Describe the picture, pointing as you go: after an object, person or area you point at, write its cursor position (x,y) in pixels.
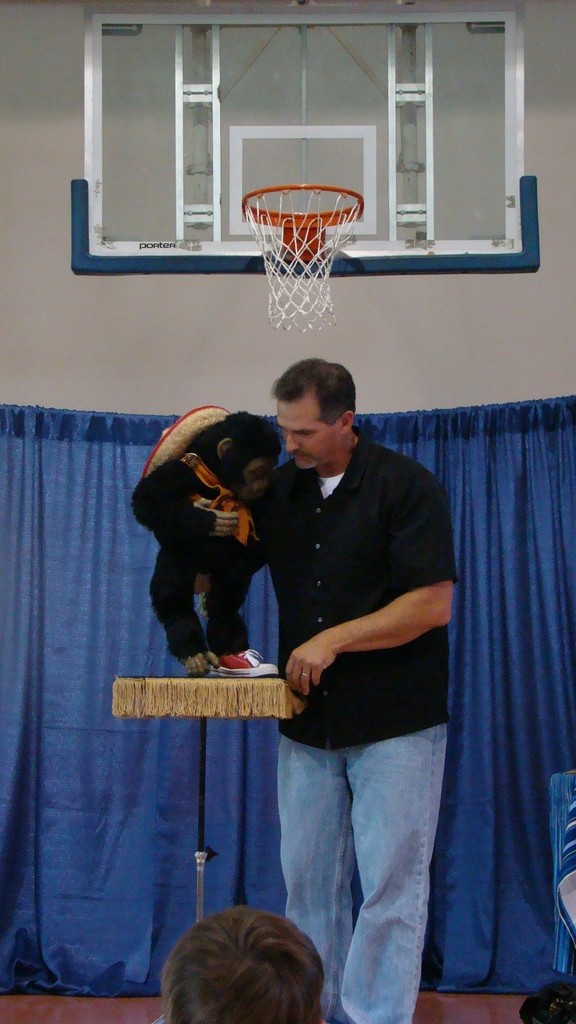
In this picture we can see a man (351,669) standing, there is a table (281,693) beside him, we can see a monkey (223,609) standing on the table (230,694), in the background (535,508) there is a curtains (499,483) and a goal post (323,255), at the bottom (257,970) we can see another person's head (256,969).
